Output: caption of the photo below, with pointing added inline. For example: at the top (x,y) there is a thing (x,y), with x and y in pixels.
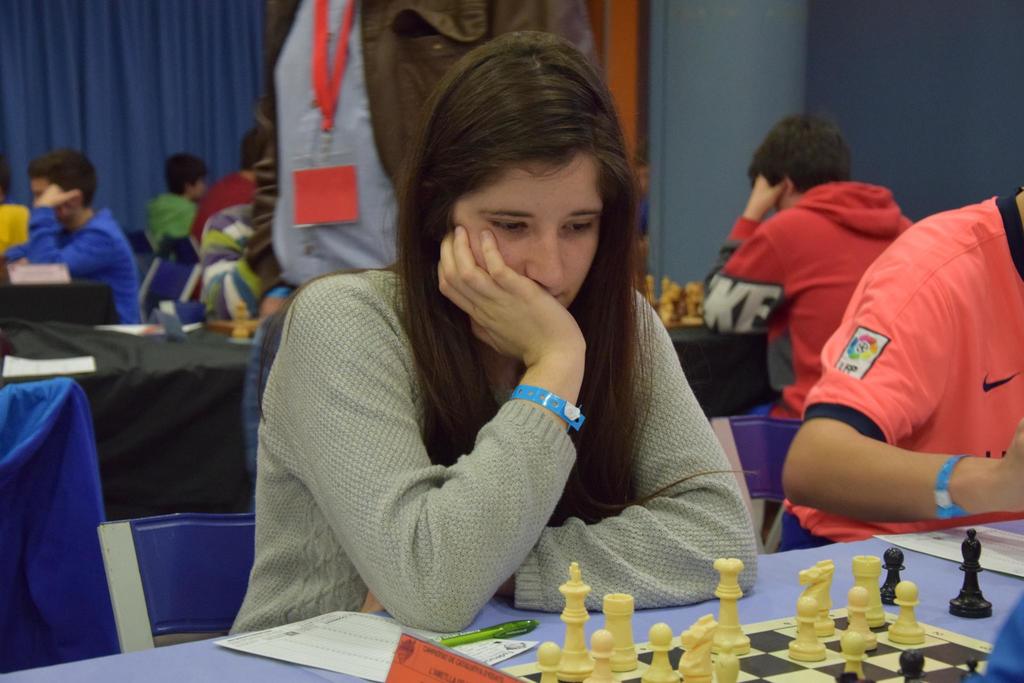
In this picture I can see few people (471,359) seated and playing chess (582,652) and I can see a human (316,230) standing he wore a ID card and I can see curtains (126,105).
